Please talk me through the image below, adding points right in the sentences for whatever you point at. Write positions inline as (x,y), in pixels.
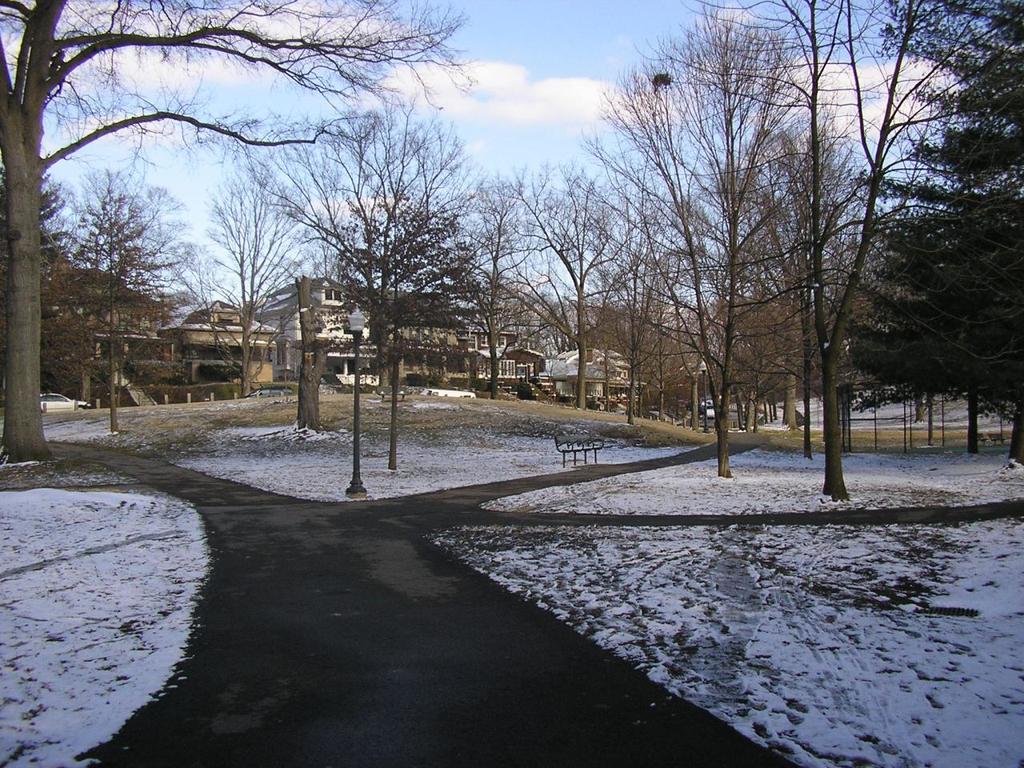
In this image I can see few paths (384,608) and ground (533,541) full of snow (548,455). I can also see a pole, a light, a bench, number of trees (527,317) and few buildings (569,390). In the background (182,62) I can see clouds (321,1) and the sky (182,62).
